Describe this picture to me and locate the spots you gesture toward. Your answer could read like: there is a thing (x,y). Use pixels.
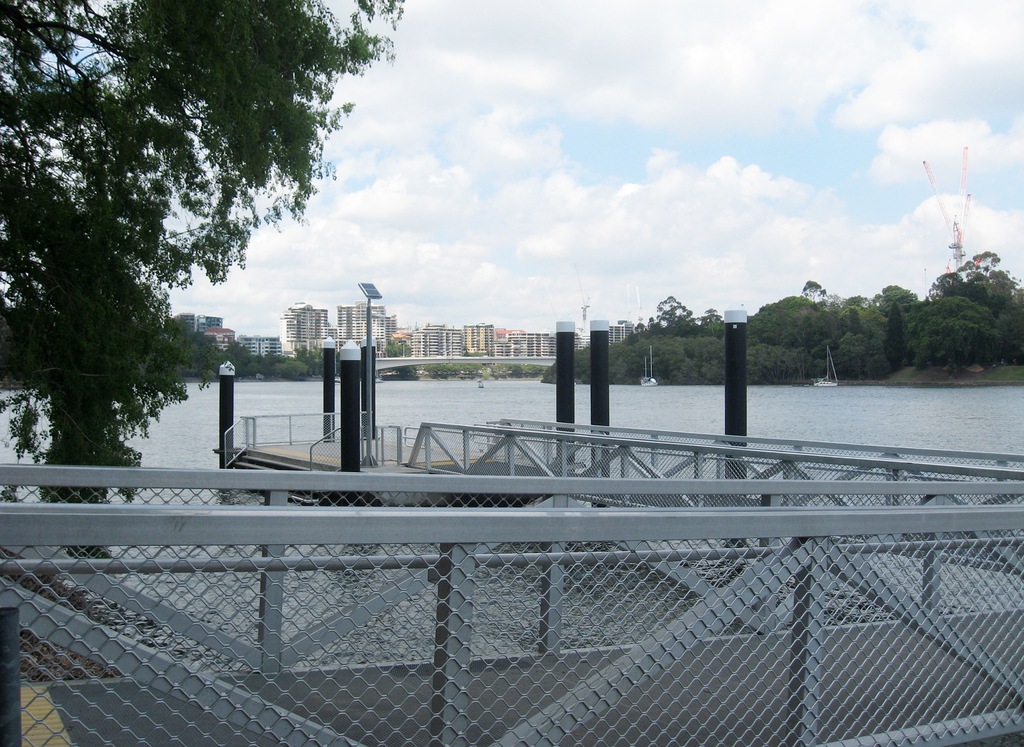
In this picture I can see few buildings (365,329) and trees (693,348) and few boats (646,383) in the water (484,401) and couple of towers (588,306) and a foot over bridge (408,464) and a blue cloudy sky (598,116).
